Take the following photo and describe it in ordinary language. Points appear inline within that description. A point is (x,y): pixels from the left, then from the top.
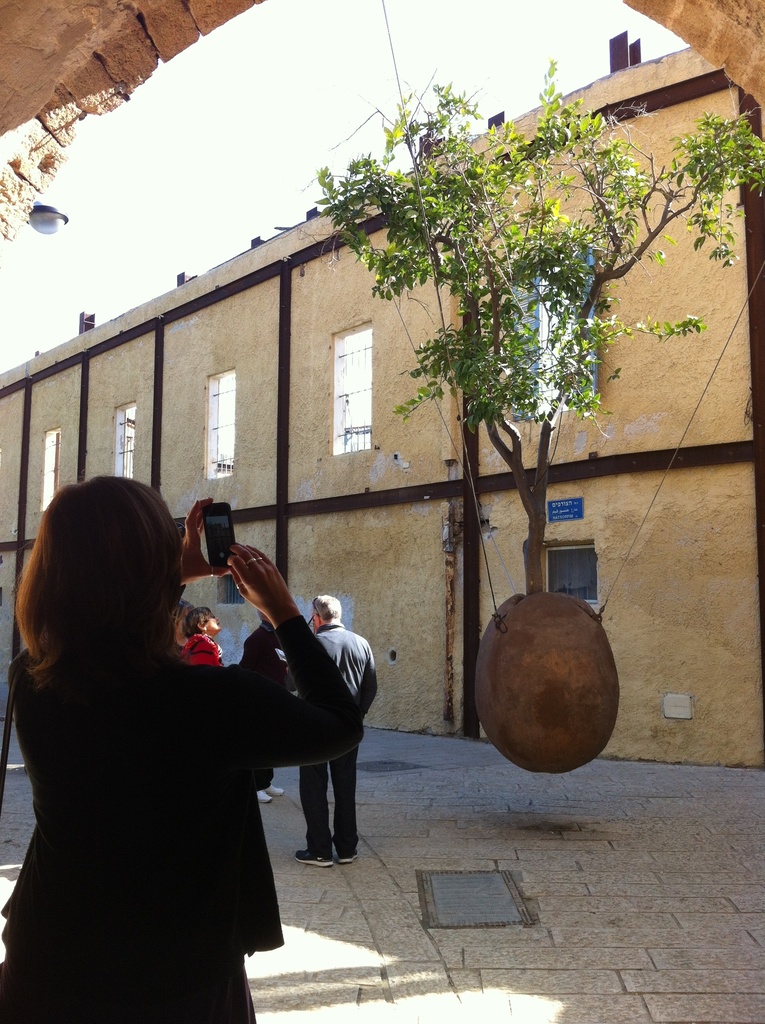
In the image we can see there is a woman (259,560) standing and holding mobile phone (219,535) in her hand (231,554). There are other people (334,641) standing on the ground (394,798) and there is a planter (590,699) tied to the rope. Behind there is a tree (403,288) and there is a building (606,445). There is a clear sky (123,257) on the top (244,107).
